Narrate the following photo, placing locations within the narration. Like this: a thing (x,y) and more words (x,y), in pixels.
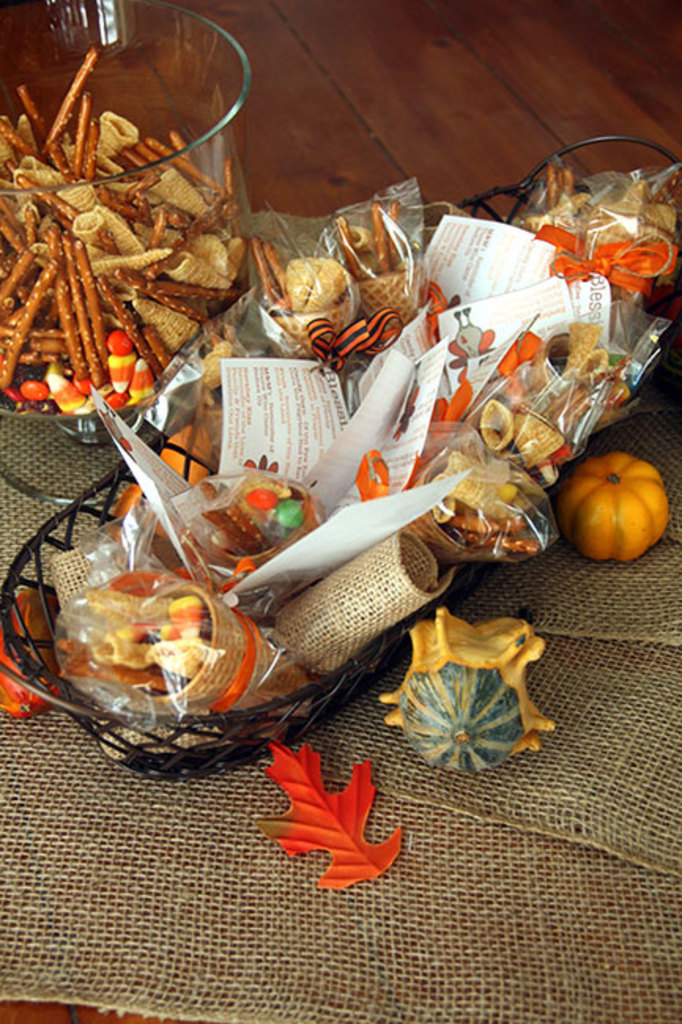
In this picture I can see the brown color surface (292,103) on which there is a brown color cloth (81,532) on which I can see a glass jar (148,166), in which there are number of candies (79,178) and side to the jar (140,170) I can see the basket (492,379) on which there are covers (186,373) in which there are few more candies (374,237) and I can see few papers (433,363) and I can see a small pumpkin (587,511), depiction of a leaf (311,813) and a thing (465,698) near the basket (395,539).
